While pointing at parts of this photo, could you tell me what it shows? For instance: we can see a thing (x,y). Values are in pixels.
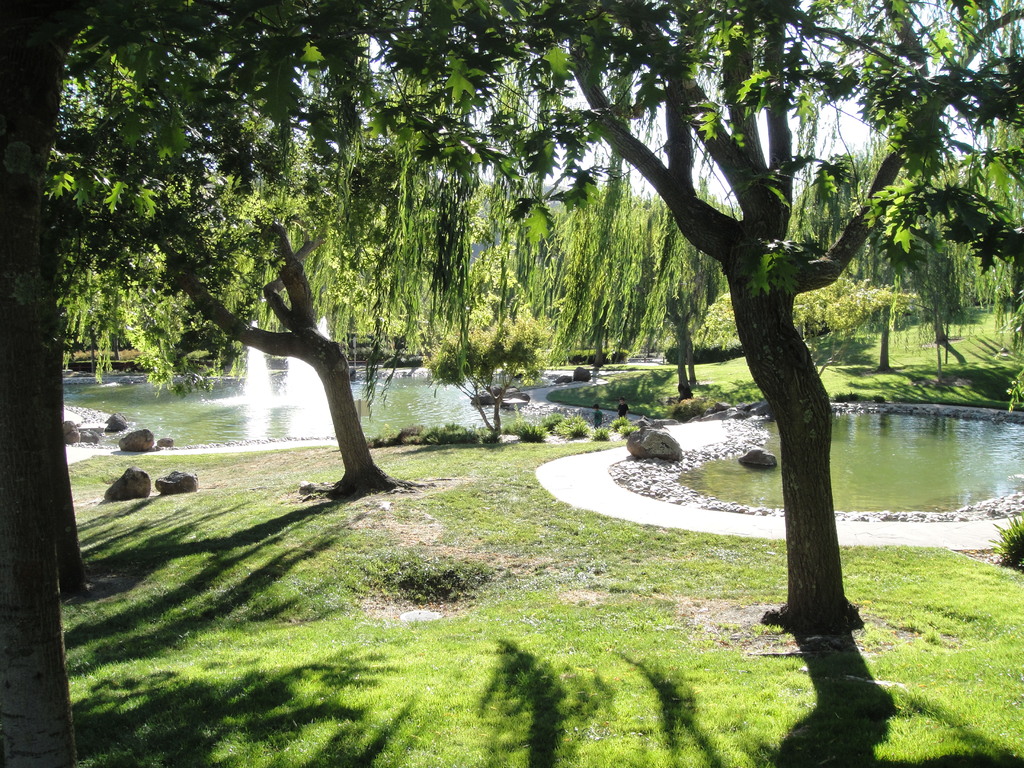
In this image there are trees (40,370) on the ground (640,619). There are rocks (679,450) and grass (398,630) on the ground (363,670). To the right (862,455) there is a water pool (877,466). To the left (207,417) there is a fountain (253,403) in the water pool (209,407). In the background (648,261) there are trees (556,299). At the top (588,157) there is the sky (844,136).
